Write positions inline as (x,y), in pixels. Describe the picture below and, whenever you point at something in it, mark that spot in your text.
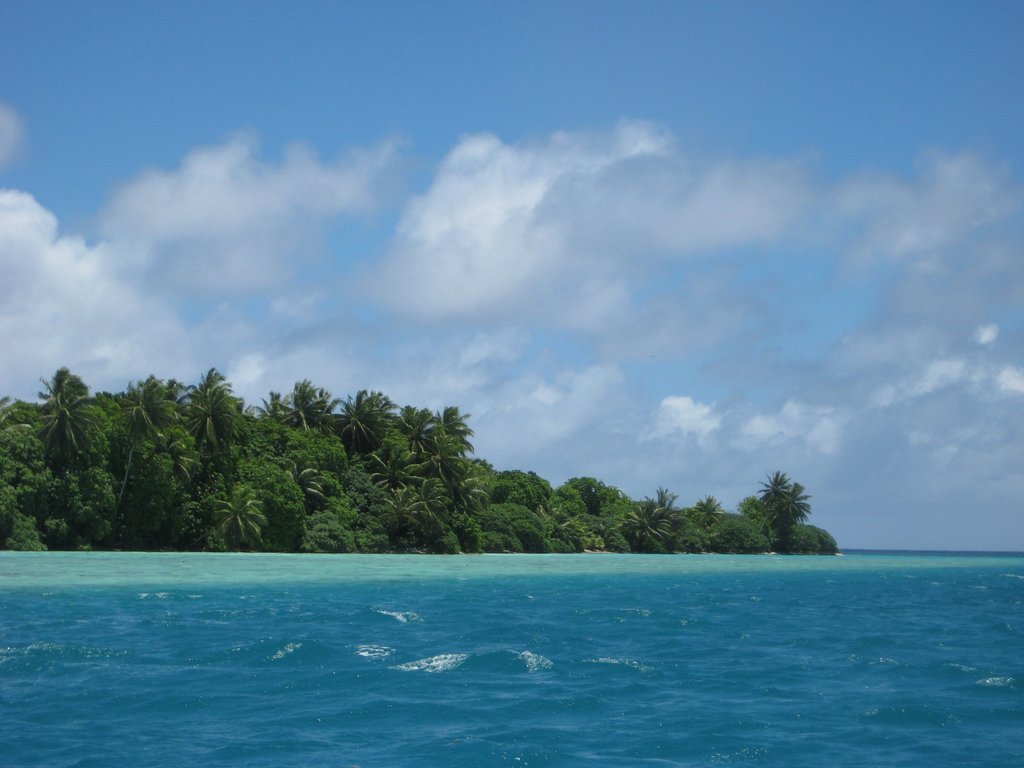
In the picture there is water (464,733), there are trees (59,487), there is a cloudy sky (587,222).
